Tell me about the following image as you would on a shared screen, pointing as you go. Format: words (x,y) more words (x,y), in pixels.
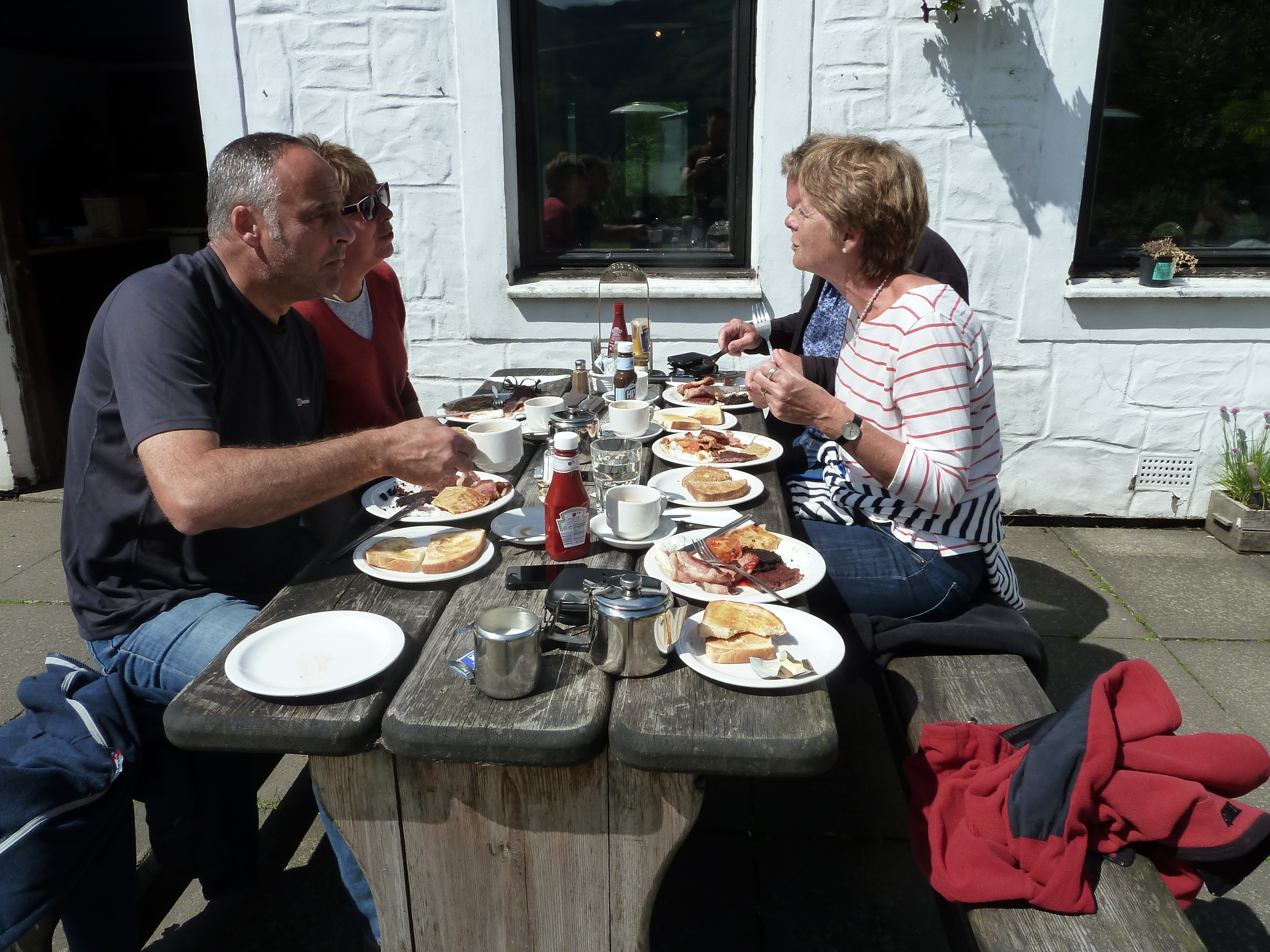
Four persons (321,372) are sitting on the benches (960,721). On the benches (1061,930) there are jackets (123,770). There is a table (516,711). On the table (308,727) there are plates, cups (648,513), saucer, glasses (605,482), sauce bottle (569,503), kettles (617,642), food items (719,546), fork (715,563) and many other items (579,395). In the background (504,229) there is a wall (959,112) with window (691,141). Also in the right side (1253,541) there is a pot (1249,513) with plants (1242,482).
